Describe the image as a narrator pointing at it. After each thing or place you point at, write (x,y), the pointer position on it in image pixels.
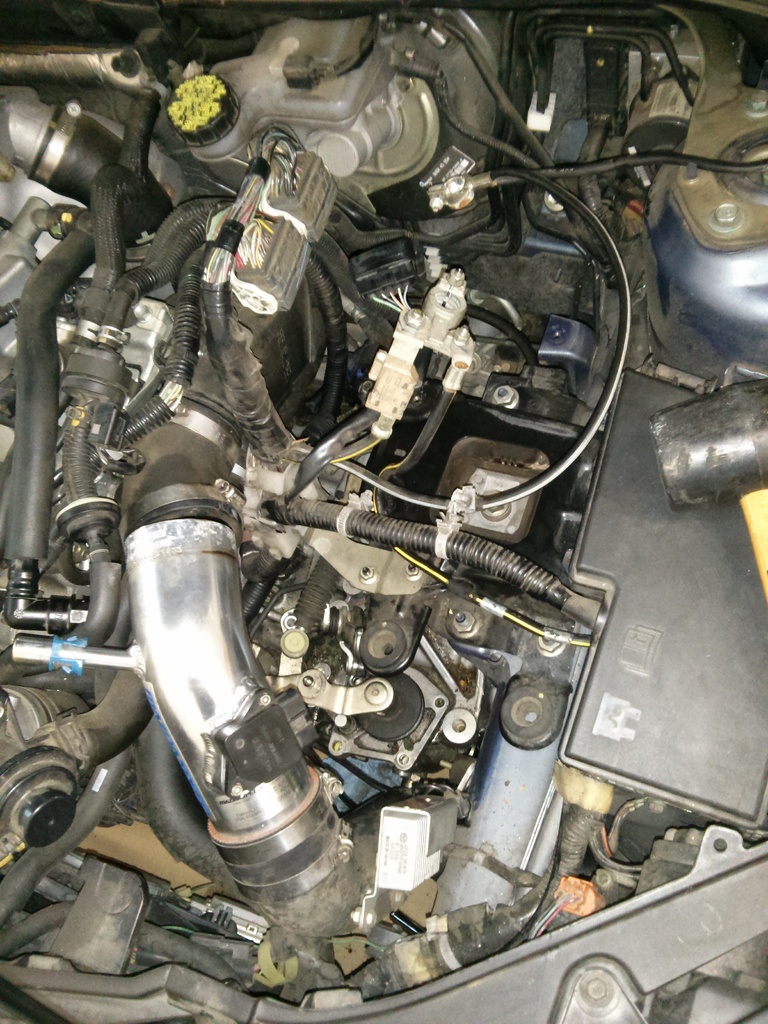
In this picture we can see a close view of the car engine (259,793). In the front (249,773) we can see intake pipe (220,818), cables (518,334) and white connectors (438,333). Behind we can see black and silver parts (417,115). On the right side (664,545) there is a black battery box (661,670).
